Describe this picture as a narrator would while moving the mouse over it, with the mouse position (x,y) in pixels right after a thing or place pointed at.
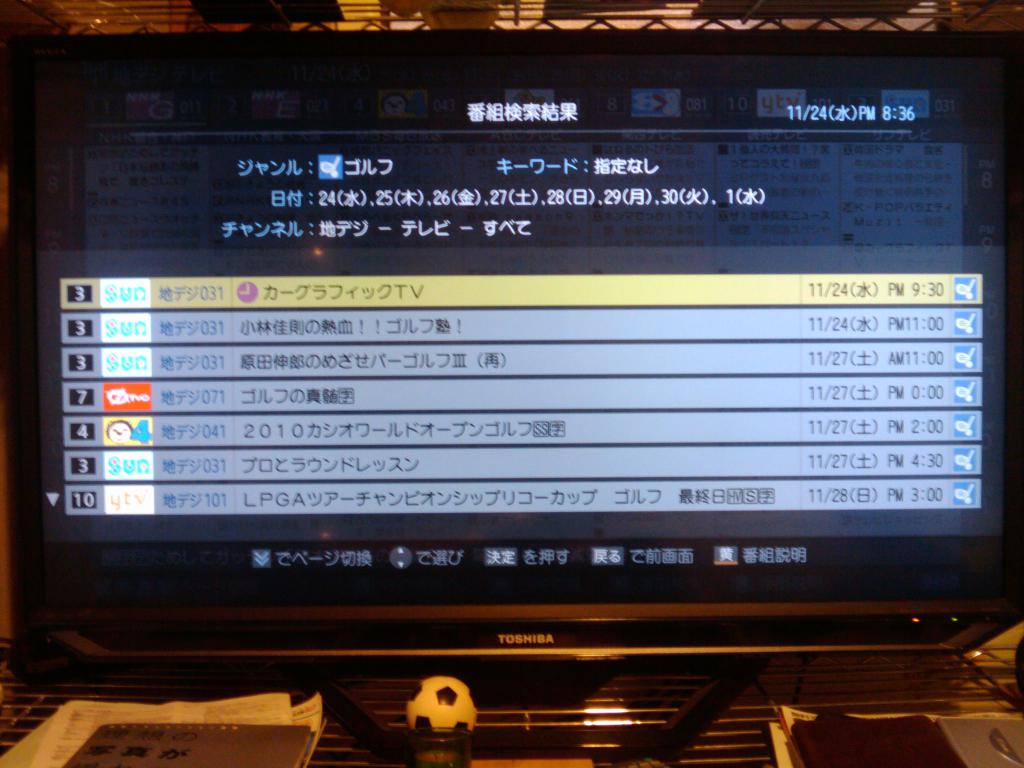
We can see monitor (502,492), ball (436,716), papers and objects (912,766) on the table (30,715), in this screen (397,364) we can see some information (437,439).
